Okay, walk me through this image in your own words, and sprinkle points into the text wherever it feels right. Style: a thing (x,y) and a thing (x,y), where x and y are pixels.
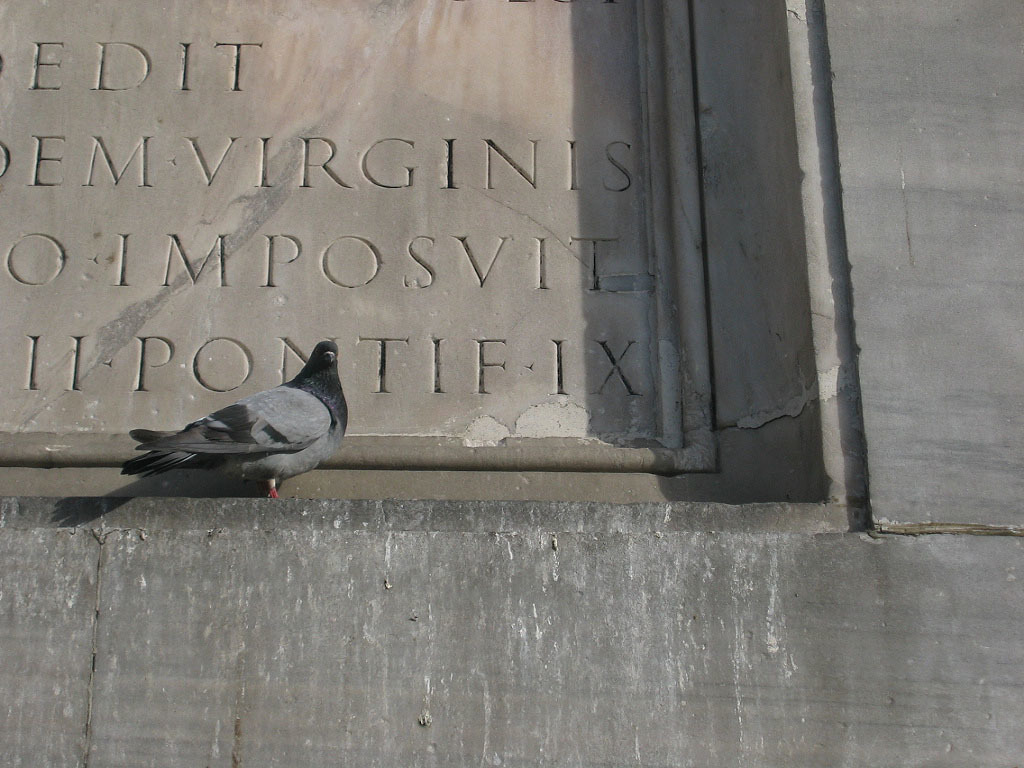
In this image we can see a pigeon (273,459) on a wall (388,500). We can also see some text (140,344) which is carved on a wall (687,375).
